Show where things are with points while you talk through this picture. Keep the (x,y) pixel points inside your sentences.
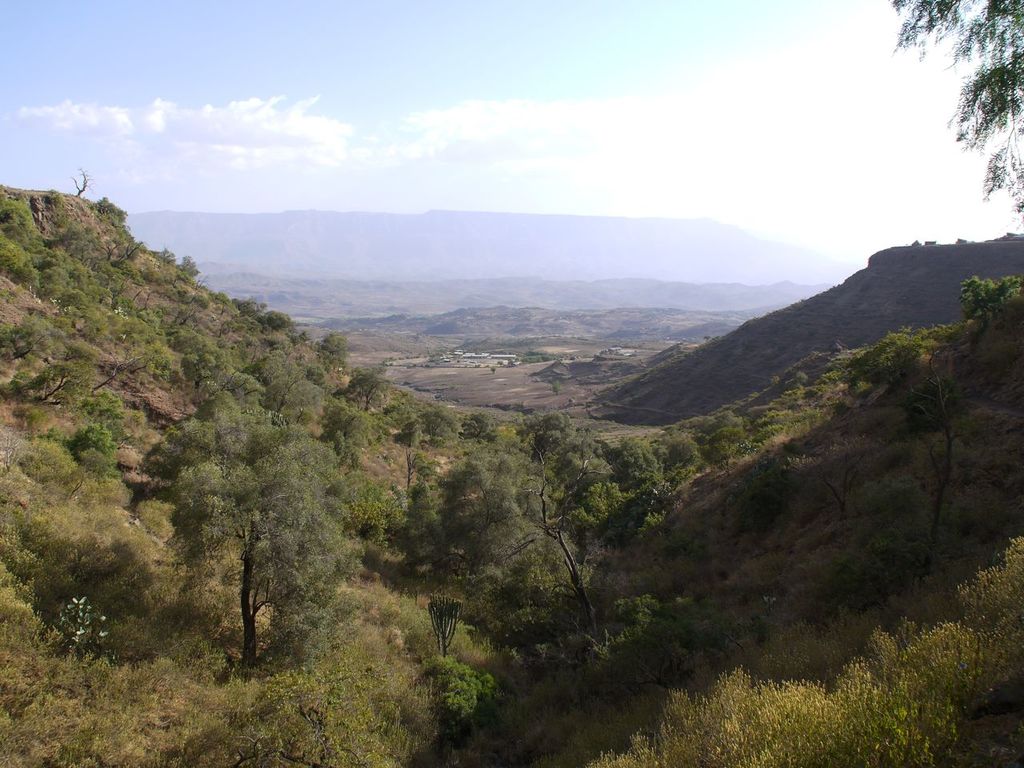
In this image we can see sky (408,126) with clouds (225,114), hills (389,246), buildings (471,356), ground (513,398) and trees (299,599).
